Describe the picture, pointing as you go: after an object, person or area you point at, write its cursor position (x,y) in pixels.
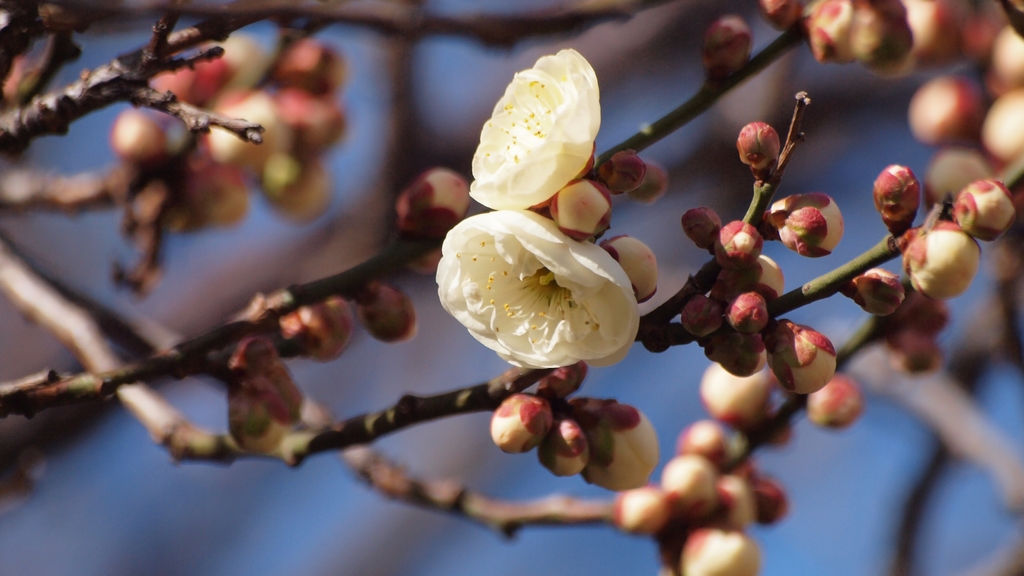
In this picture we can observe two flowers (531,259) which are in cream color. We can observe some flower buds (241,398) to the plant (736,282). The background (385,194) is completely blurred.
